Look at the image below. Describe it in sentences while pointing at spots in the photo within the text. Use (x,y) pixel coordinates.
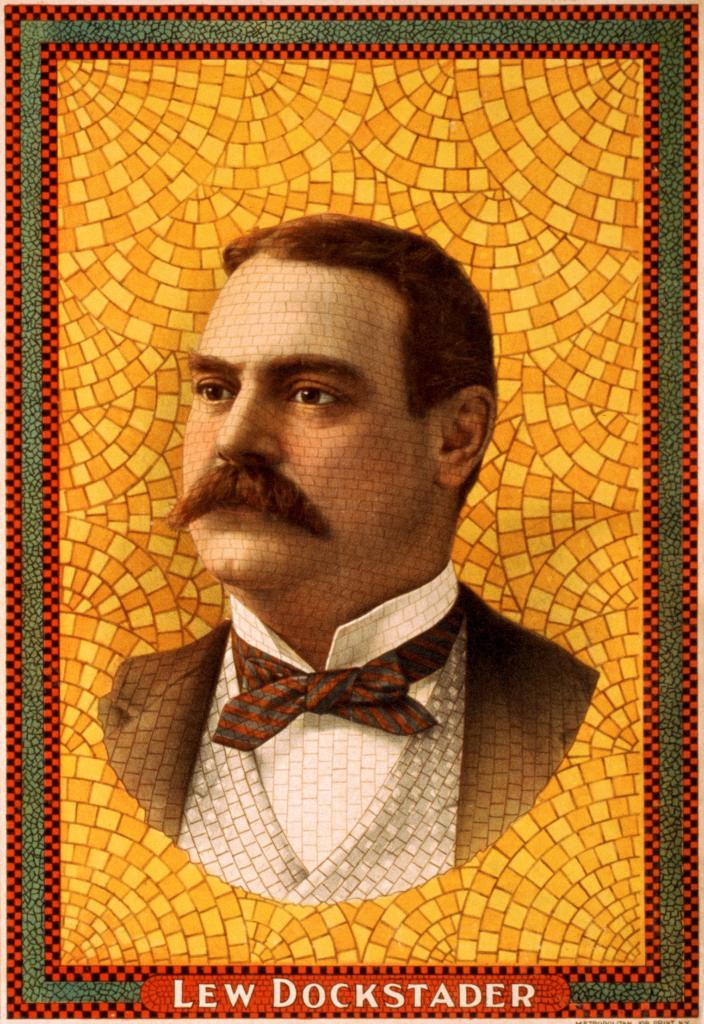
In this picture there is a person (360,669) having mustache (244,489) and the background (238,135) is in yellow color and there is something written below it.
